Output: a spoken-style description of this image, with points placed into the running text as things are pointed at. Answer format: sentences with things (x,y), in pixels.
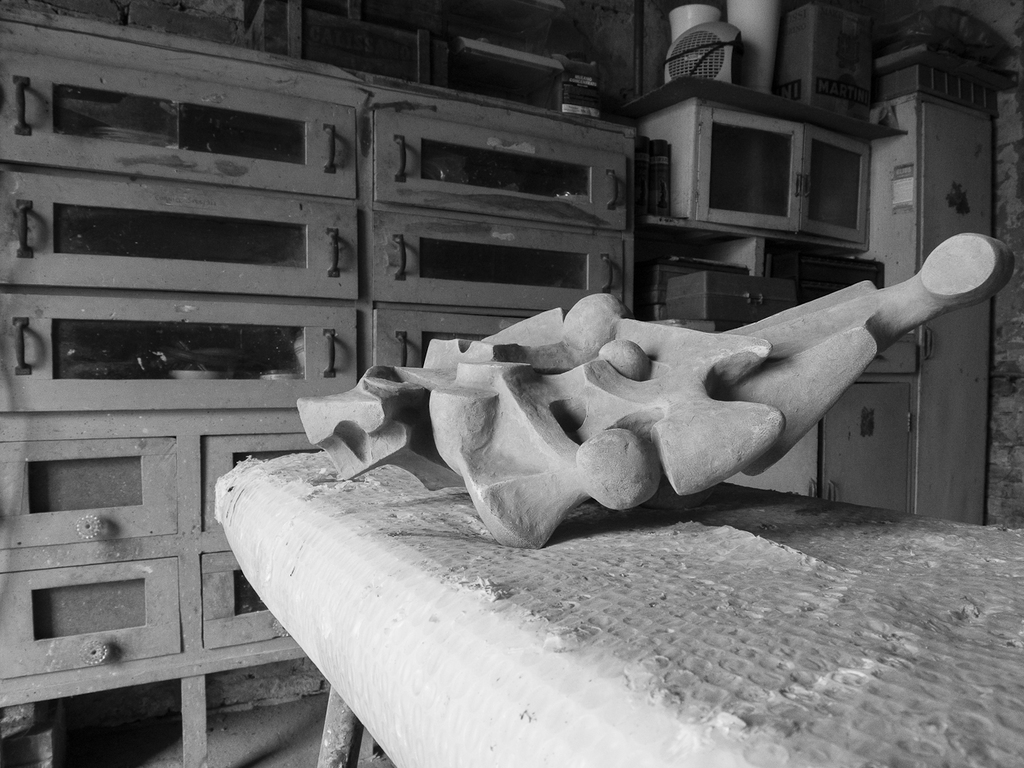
In this image I can see an object (531,503) placed on a surface (507,626). Behind the object (520,412) there is a cupboard (272,339) which is placed on the ground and the right of the image (778,198) we can see a wooden box (754,185) on which some objects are placed.
